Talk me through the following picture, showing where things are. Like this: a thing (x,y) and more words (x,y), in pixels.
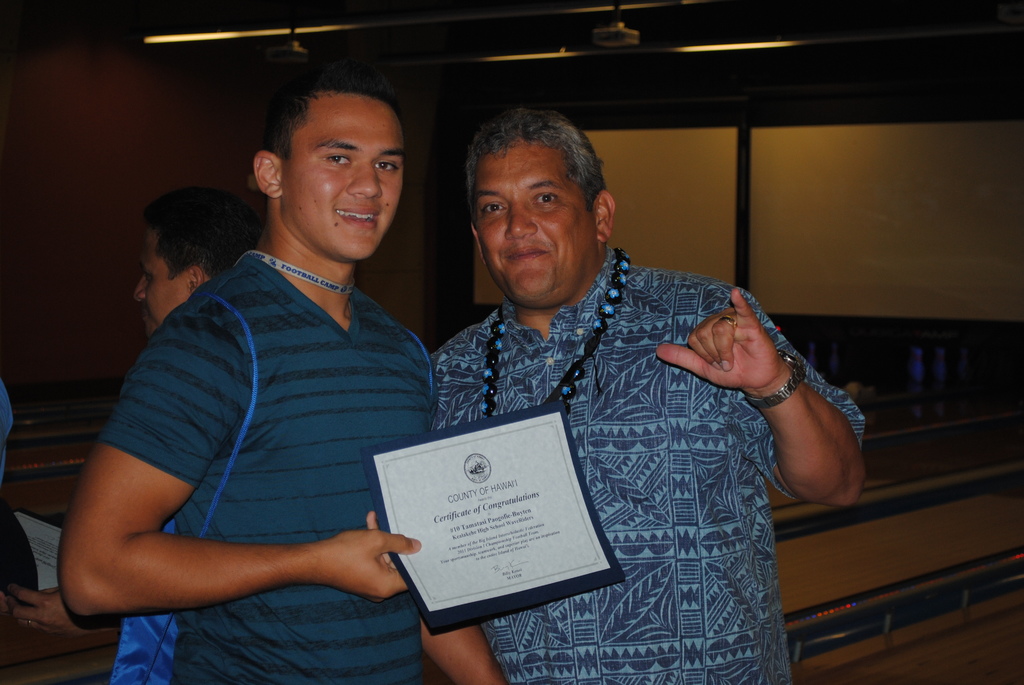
In this picture we can see a group of people (244,468) standing and two people (285,574) holding the certificate papers (48,550). Behind the people (331,356), they look like bowling lanes (885,527), projector screen (804,249) and the wall (57,171). At the top (608,39) there are projectors (631,34).
